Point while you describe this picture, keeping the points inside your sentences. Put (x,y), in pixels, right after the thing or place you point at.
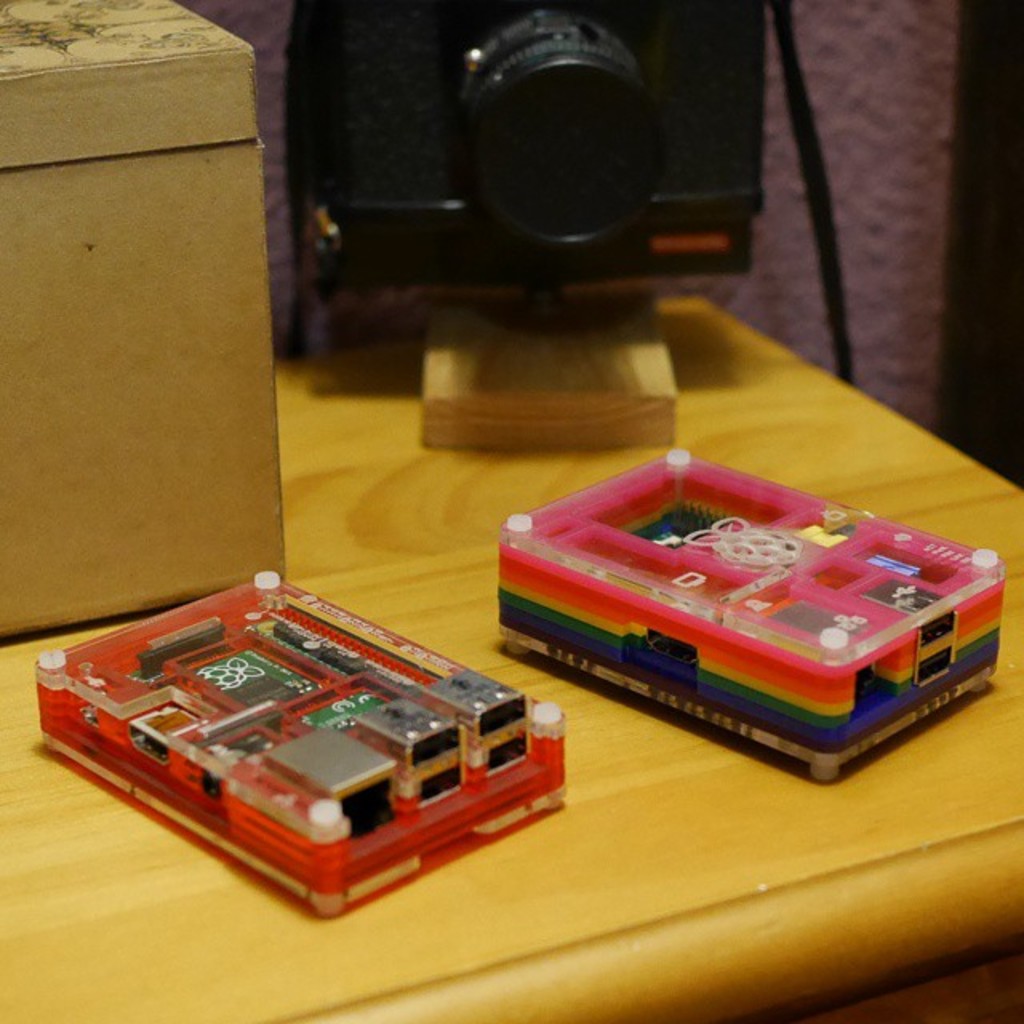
Here in this picture we can see a table (700,747), on which in the front (502,691) we can see some things (450,739) present on the table (394,619) over there and behind that we can see a box (165,256) present and we can also see a camera (467,219) present over there.
